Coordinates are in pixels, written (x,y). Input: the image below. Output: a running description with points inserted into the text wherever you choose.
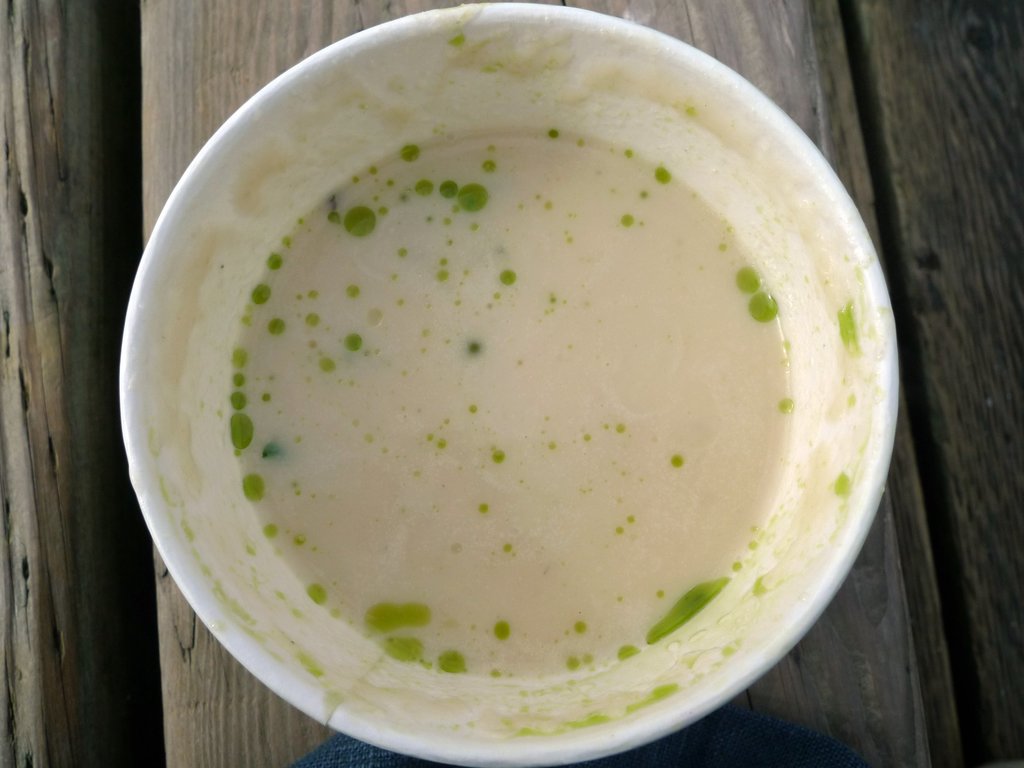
In this picture we can see some liquid (432,395) is placed in the bowl (464,449) and kept on the table (902,255).
